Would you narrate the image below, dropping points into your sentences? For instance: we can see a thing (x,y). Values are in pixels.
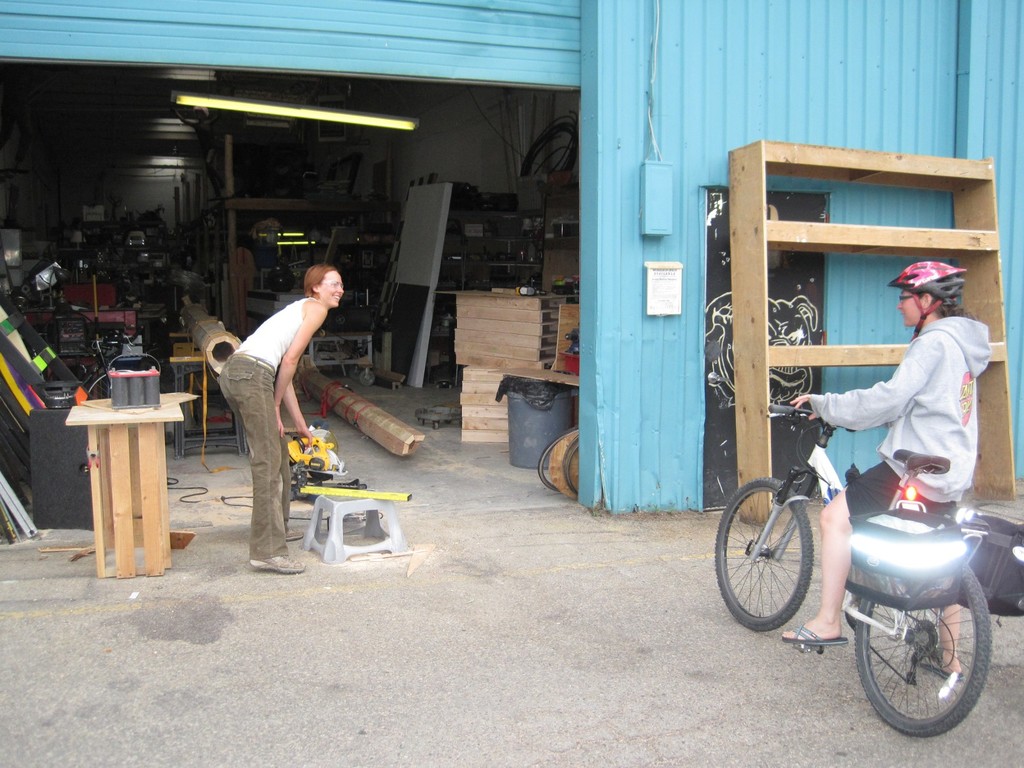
In this image we can see a woman (252,537) standing on the ground (297,632) holding a machine (324,461). We can also see a stick (396,498) on a stool (399,533), an object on a table (153,527), a speaker box (33,509), wires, wooden pieces (186,545), a trash bin (517,433) and some tires (549,488). We can also see a group of objects (34,329) which are placed on the surface (386,393) and ceiling lights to a roof (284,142). On the right side (909,626) we can see a wooden frame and a person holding a bicycle (774,543).
